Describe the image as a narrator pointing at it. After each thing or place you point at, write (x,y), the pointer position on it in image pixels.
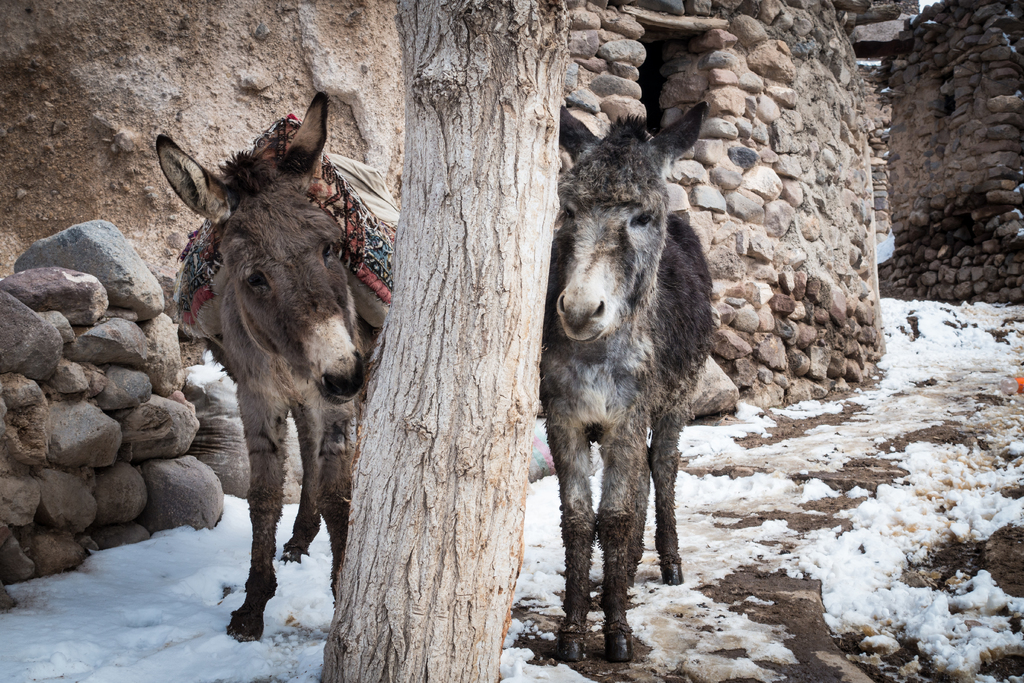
In the image there are two donkeys (587,208) standing beside a wall (740,108) made up of stones (696,78) and there is a tree trunk (464,332) in between the donkeys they are standing on the land (874,460) covered with ice (838,592).
